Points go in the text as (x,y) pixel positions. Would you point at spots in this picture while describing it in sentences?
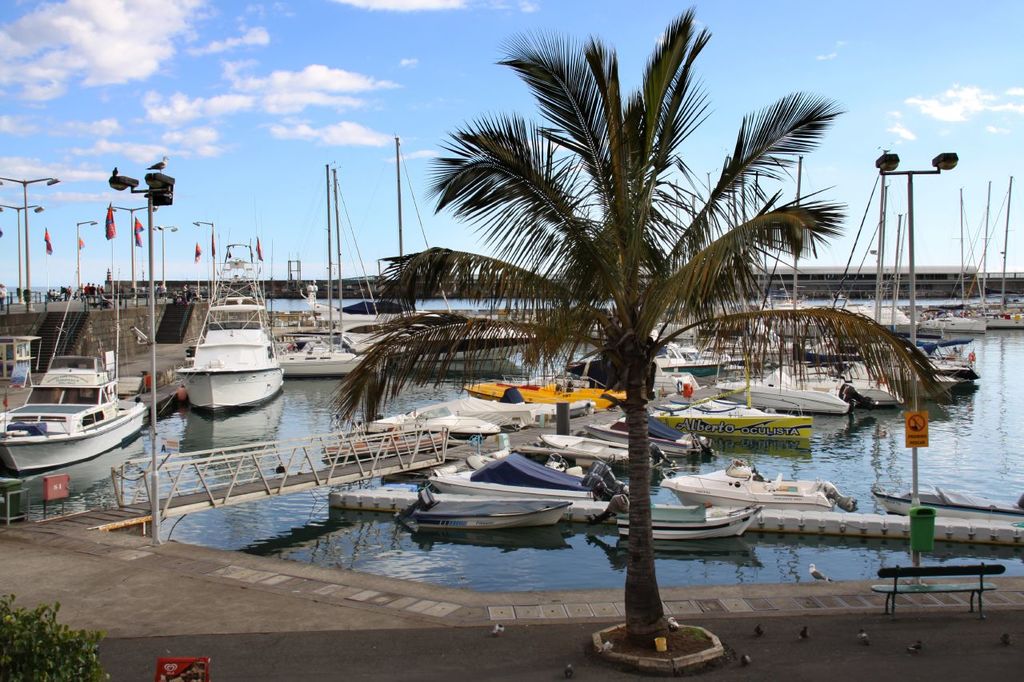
In this picture we can see few boats (595,438) on the water (609,527), and we can find a tree (561,282), few poles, plants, sign board (907,443) and a bench (947,587), in the background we can see few buildings (814,282) and clouds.
